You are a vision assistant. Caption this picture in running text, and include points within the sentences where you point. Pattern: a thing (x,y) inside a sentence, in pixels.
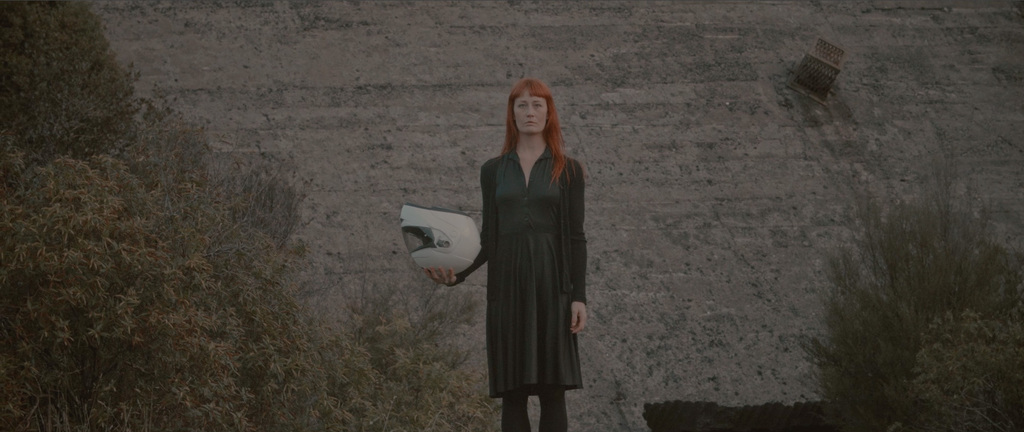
In this picture there is a lady (533,165) who is standing in the center of the image (581,274), holding a helmet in her hand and there are trees (11,139) on the right (1017,262) and left side of the image (75,394).
